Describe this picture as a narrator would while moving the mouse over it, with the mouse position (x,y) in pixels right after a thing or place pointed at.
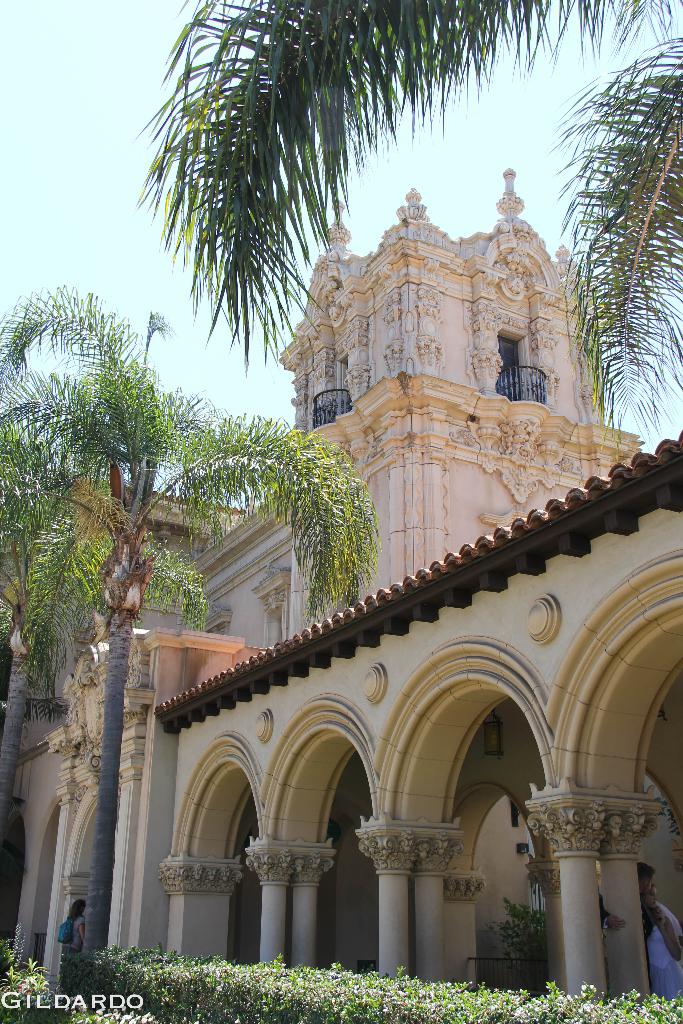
In this picture we can see a building (364,607) and some people (662,916). In front of the building (140,722) there are trees (28,635) and a hedge (273,1007). Behind the building (447,430) there is the sky (162,223). On the image there is a watermark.
